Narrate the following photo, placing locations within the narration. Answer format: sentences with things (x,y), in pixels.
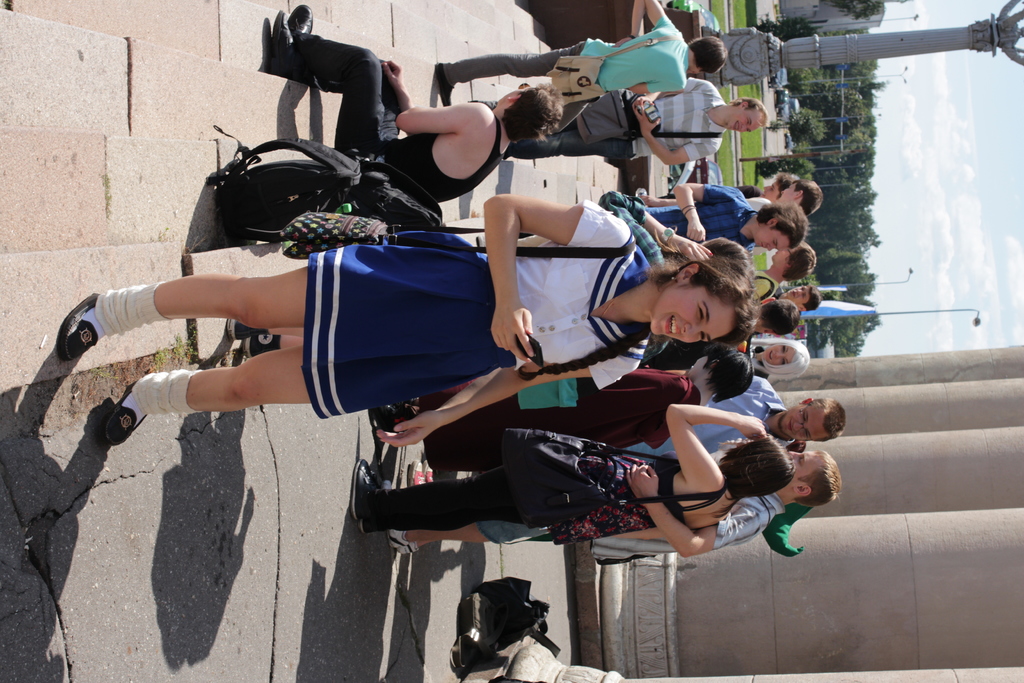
In this image I can see the group of people (561,351) standing. Among them some people (482,357) are wearing the bags (676,494). In the background (829,182) there are trees (846,246) and the sky (933,178).
